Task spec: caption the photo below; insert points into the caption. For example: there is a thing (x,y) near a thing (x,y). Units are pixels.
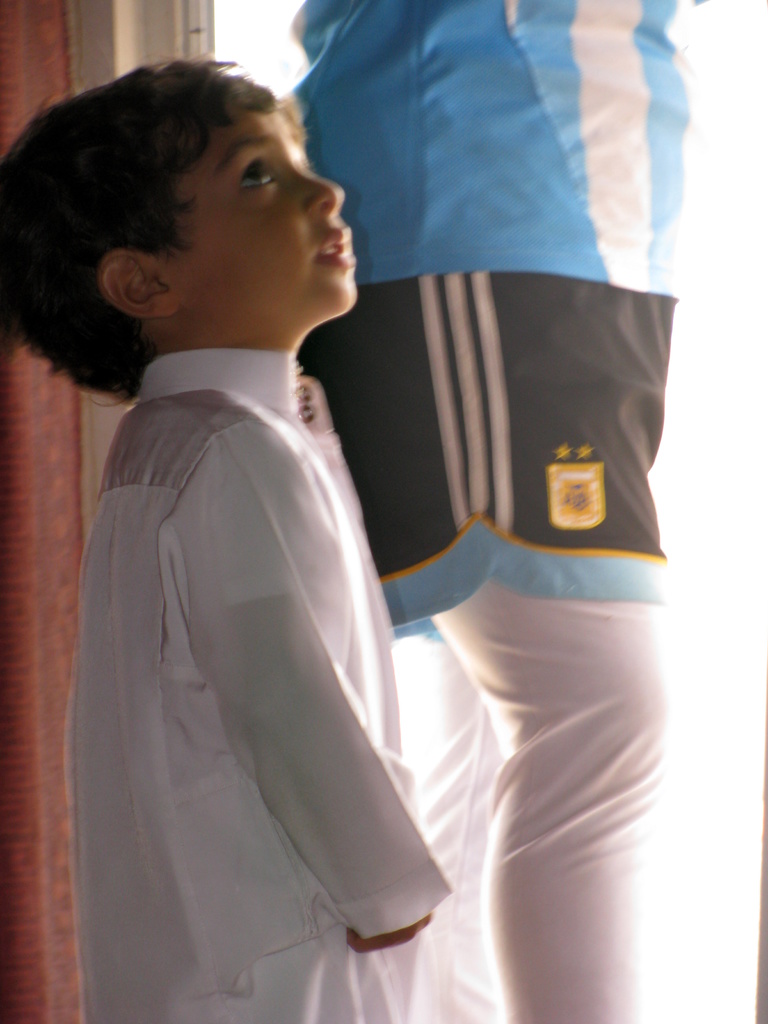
In the center of the image (371,554) we can see man (327,56) and boy (215,401) are standing. In the background of the image (171,27) we can see wall (86,530), door (183,27) are there.
